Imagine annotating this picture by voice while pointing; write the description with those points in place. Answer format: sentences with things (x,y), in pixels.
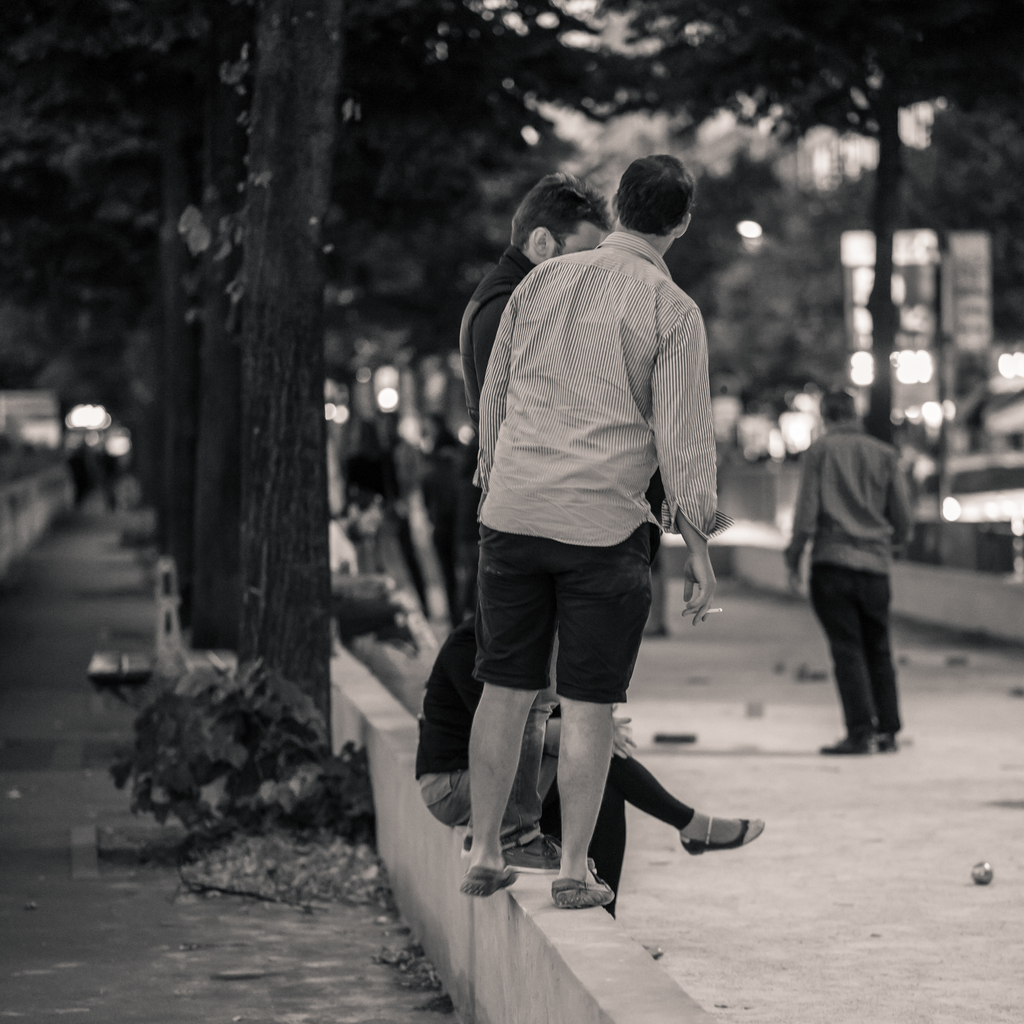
In this image I see few people (582,558) in which this person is sitting on this thing (538,877) and this man (542,532) is holding a cigar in his hand (713,586) and I see the path (699,695) and I see number of trees (456,300) and it is blurred in the background (214,176) and I see few lights (911,412) and I see that this is a black and white image.
